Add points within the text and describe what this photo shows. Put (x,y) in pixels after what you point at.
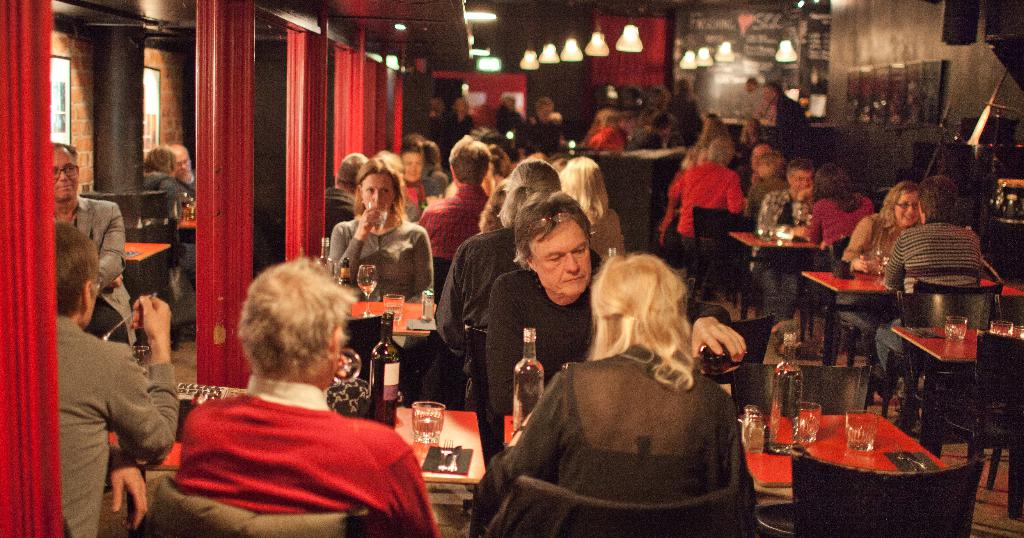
In this picture there are a group of people (523,277) sitting in a restaurant (167,296) they are having a table (763,465) in front of them with the water bottle (797,394) from glasses (810,410) sprinklers (751,429) forks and spoons (447,459) a wine bottle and on to the ceiling (550,27) there lights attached on the left side (236,121) we can see the curtains (229,142) and the pole (109,96) and window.
